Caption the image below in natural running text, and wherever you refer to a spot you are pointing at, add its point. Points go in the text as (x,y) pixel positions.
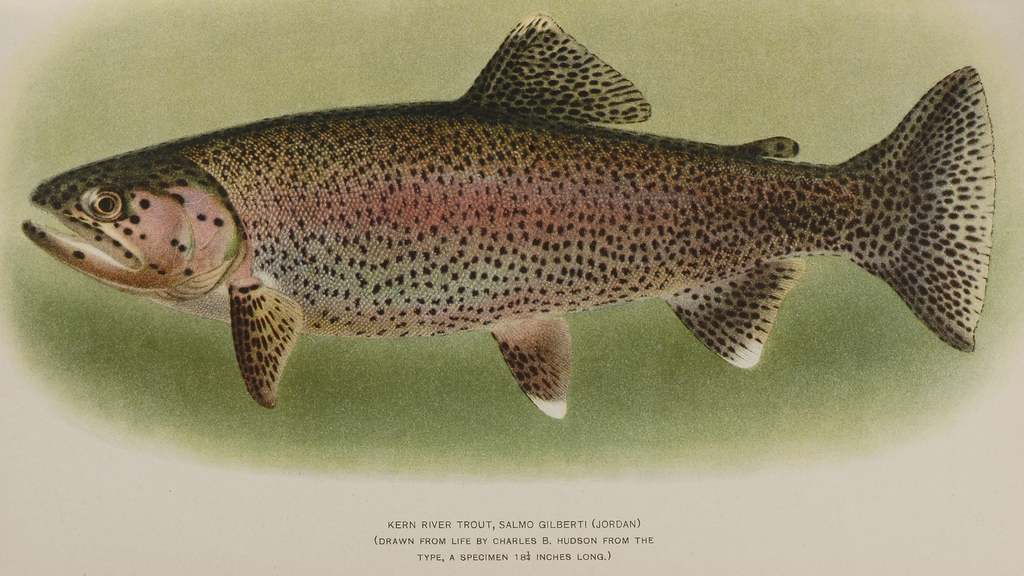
In this image there is a picture of a fish (307,204), at the bottom (485,555) there is some text (497,554).
